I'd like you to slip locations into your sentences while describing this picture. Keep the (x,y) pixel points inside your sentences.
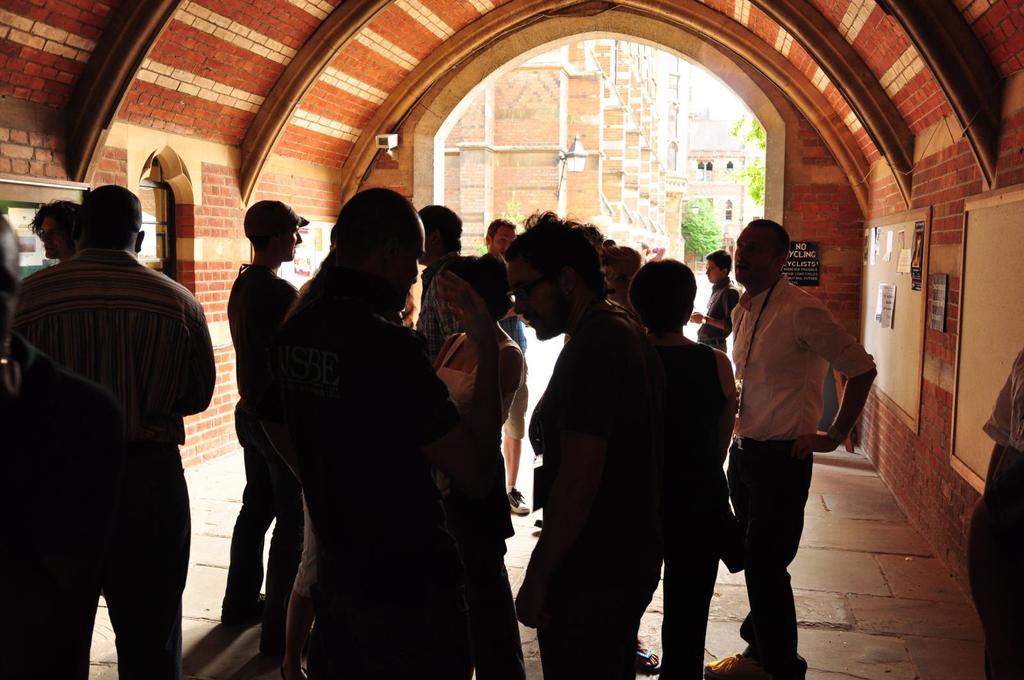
In this image there are group of persons (393,340) standing in the center (640,396). On the right side (883,274) there are frames (922,288) on the wall (859,282) with some text (934,304) written on it and on the left side (155,232) there is a window (173,216) and there is a camera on the wall (399,159). In the background (614,177) there are buildings (688,192) and there are trees (706,215).
